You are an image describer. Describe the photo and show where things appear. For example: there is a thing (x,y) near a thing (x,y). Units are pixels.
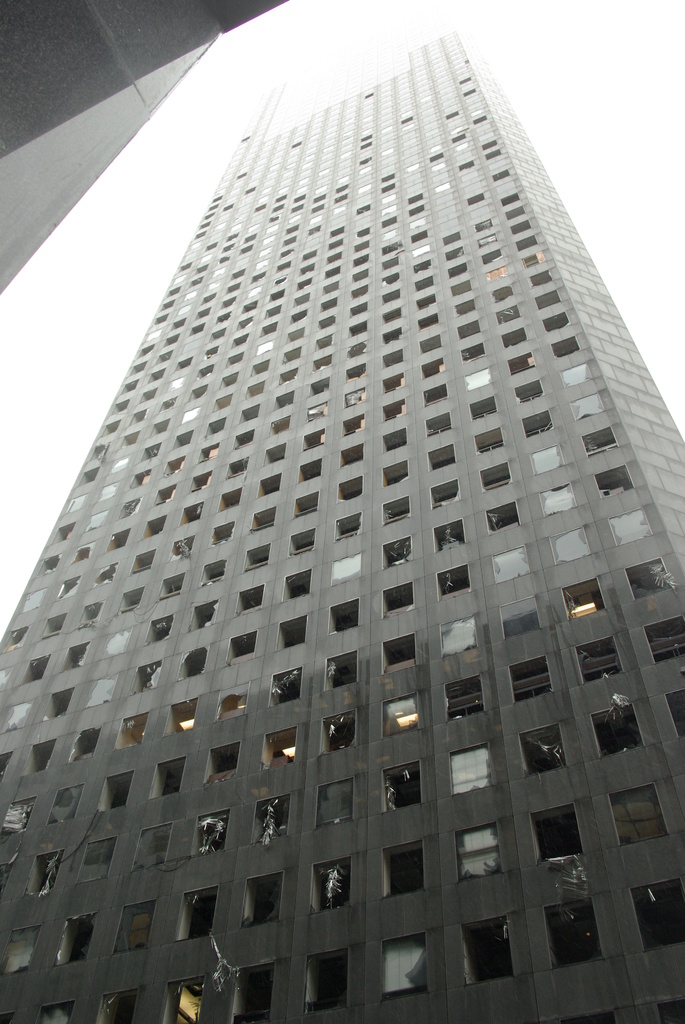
This picture shows a tall building (381,259). We see another building (159,78) on the side and we see a cloudy sky (246,110).
